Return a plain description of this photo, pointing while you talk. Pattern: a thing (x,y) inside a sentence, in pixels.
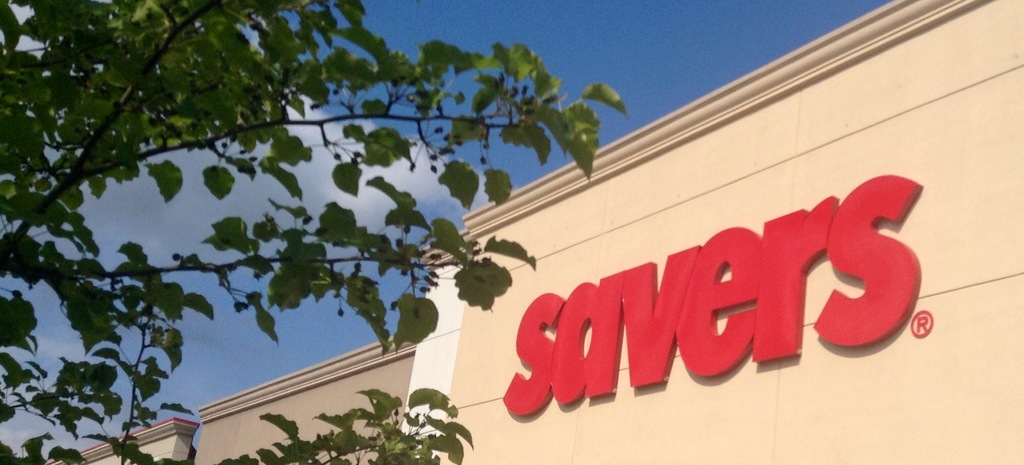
On the left side (125,76), there is a tree (44,131) having green color leaves (383,75). On the right side (890,208), there are red color letters (901,217) on the wall (919,233) of a building (593,192). In the background (331,392), there are buildings (263,438) and there are clouds (360,190) in the blue sky (461,25).
